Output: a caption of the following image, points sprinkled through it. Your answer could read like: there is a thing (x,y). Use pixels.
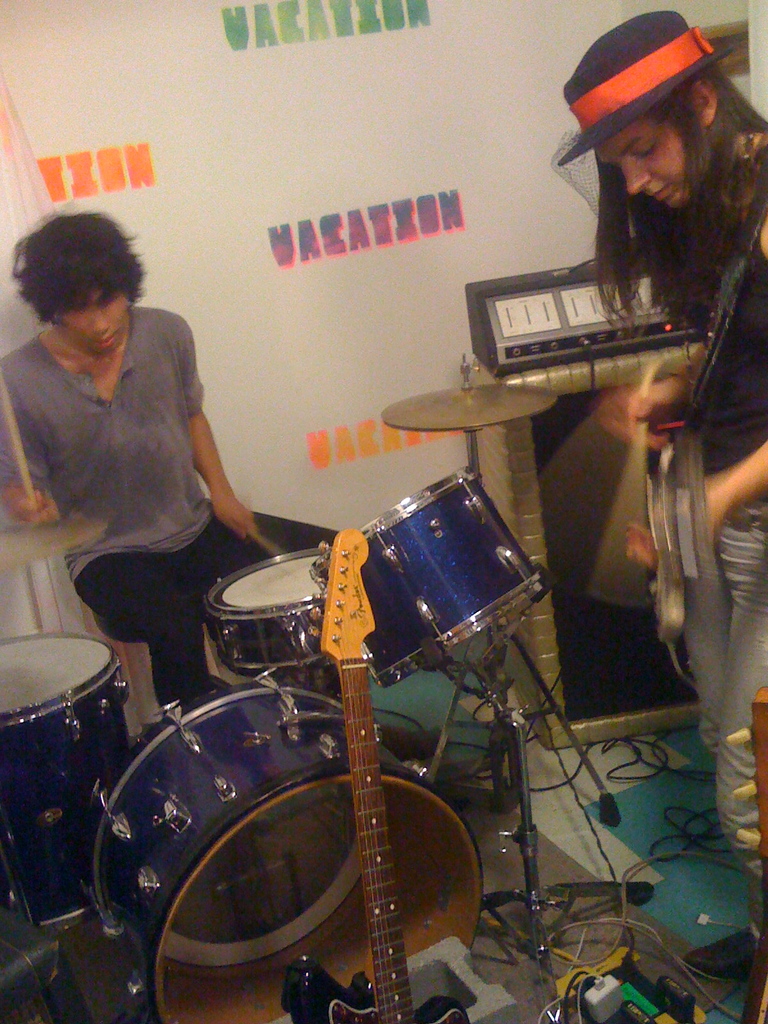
In this image I can see two persons (704,457). The person (181,407) at left (71,404) is playing few musical instruments (66,713) and I can see the white color background (281,225) and something is written on it.
